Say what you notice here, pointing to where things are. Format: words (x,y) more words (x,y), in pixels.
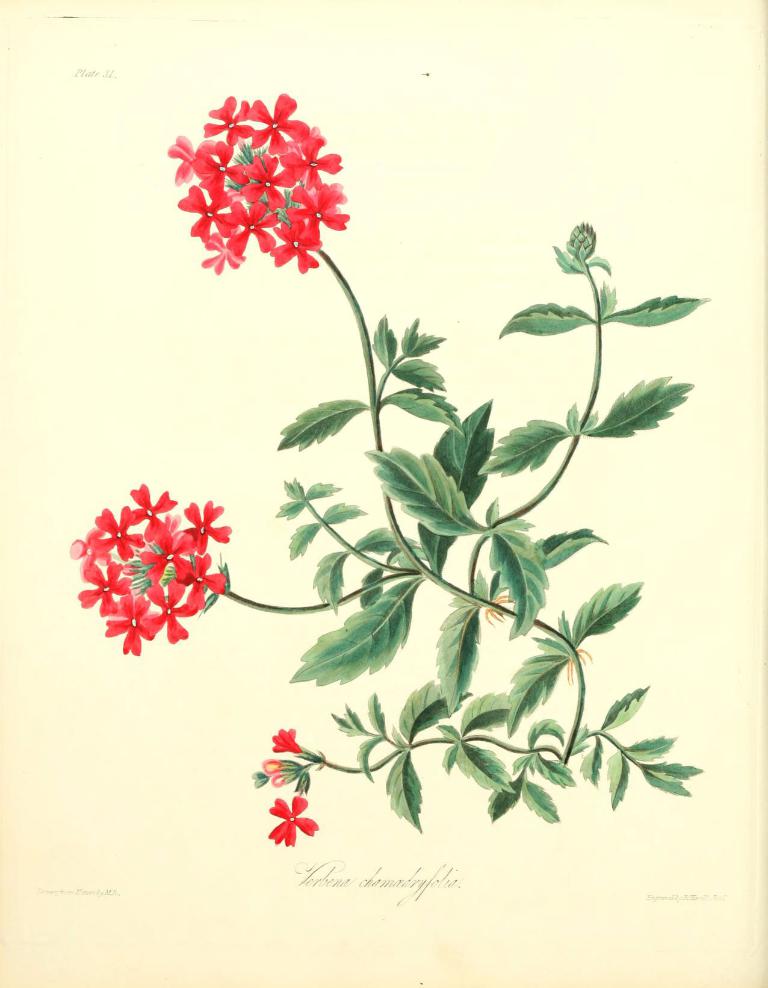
In this image I can see the paper (187,379). On the paper (223,342) I can see the flowers (129,535) to the plants (368,656). These flowers (197,535) are in red color and the paper (434,744) is in cream color.
